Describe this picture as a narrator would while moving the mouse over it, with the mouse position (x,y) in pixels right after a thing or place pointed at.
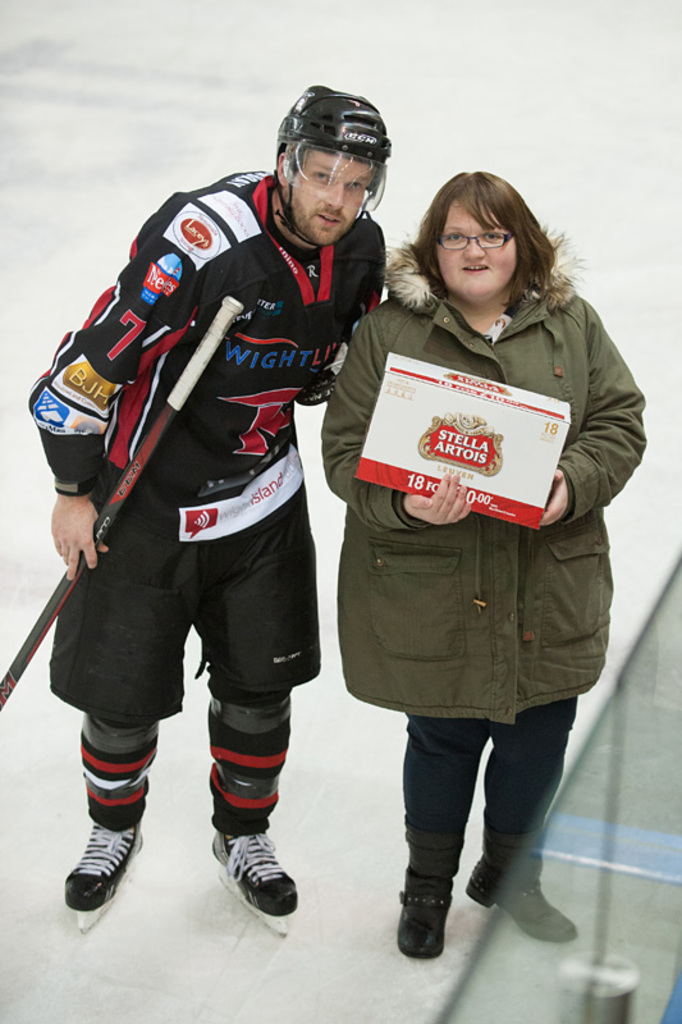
In the image we can see a man (288,570) and a woman (528,718) standing and wearing clothes (417,659). The man (147,673) is wearing a helmet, ice skates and holding a stick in hand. The woman (521,649) is holding box (494,506) in her hand (468,511) and she is wearing spectacles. Here we can see the ice (472,41).
